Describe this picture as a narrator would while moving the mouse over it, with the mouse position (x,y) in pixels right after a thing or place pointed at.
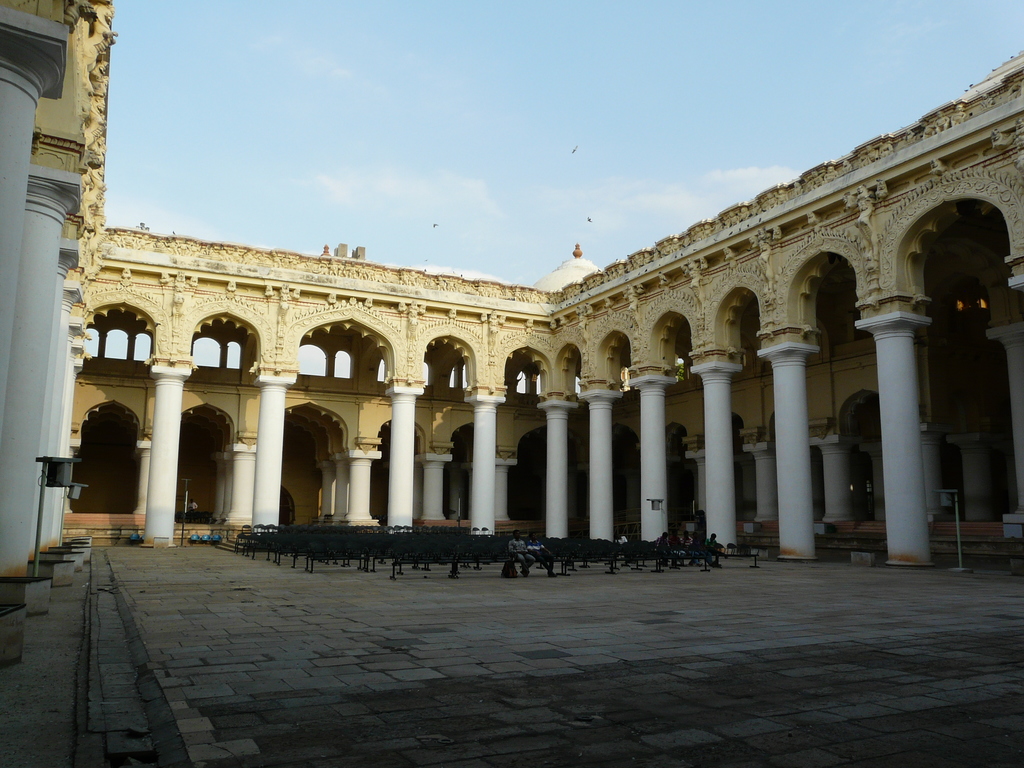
In this picture I can see building (681,447) and I can see few people (554,574) seated on the chairs (570,546) and I can see a blue cloudy sky (579,156).
